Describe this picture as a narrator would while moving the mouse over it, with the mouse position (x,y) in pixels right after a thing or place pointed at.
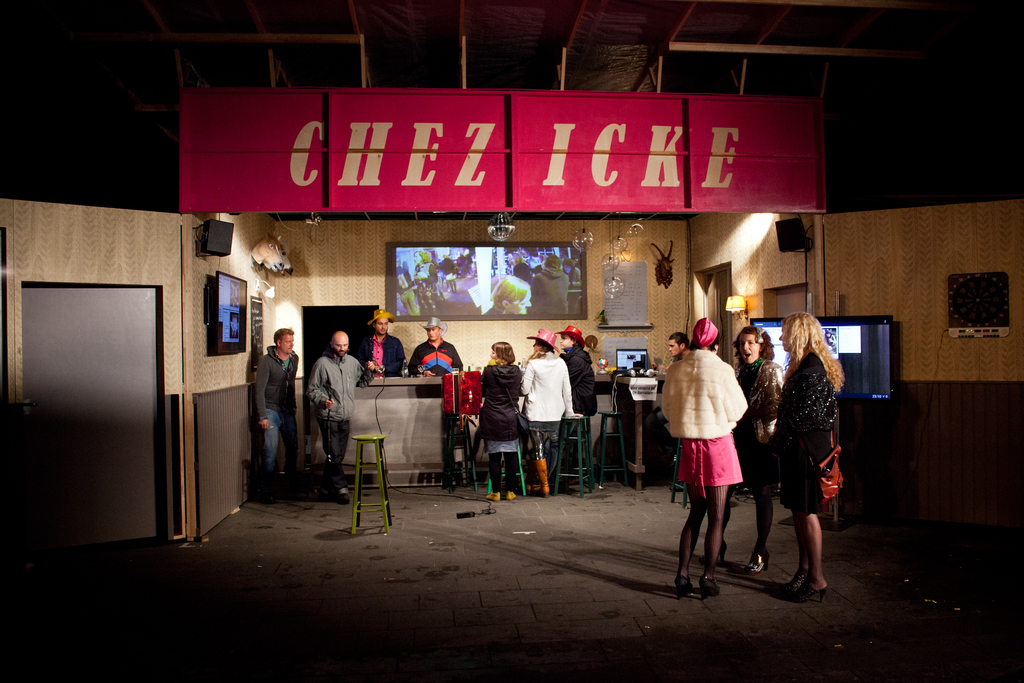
In this image, we can see a group of people (265,428) are standing. At the bottom (519,636), we can see a platform (682,641). Background (833,291) there is a wall (820,294), a few doors (725,304), televisions (230,284), speakers (787,234), board (981,314), some showpiece (666,277), table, stools (358,499). Top of the image (811,210), there is a hoarding (713,176), rods (466,83), cloth (451,85). Few peoples (685,398) are wearing a hat (549,335).
